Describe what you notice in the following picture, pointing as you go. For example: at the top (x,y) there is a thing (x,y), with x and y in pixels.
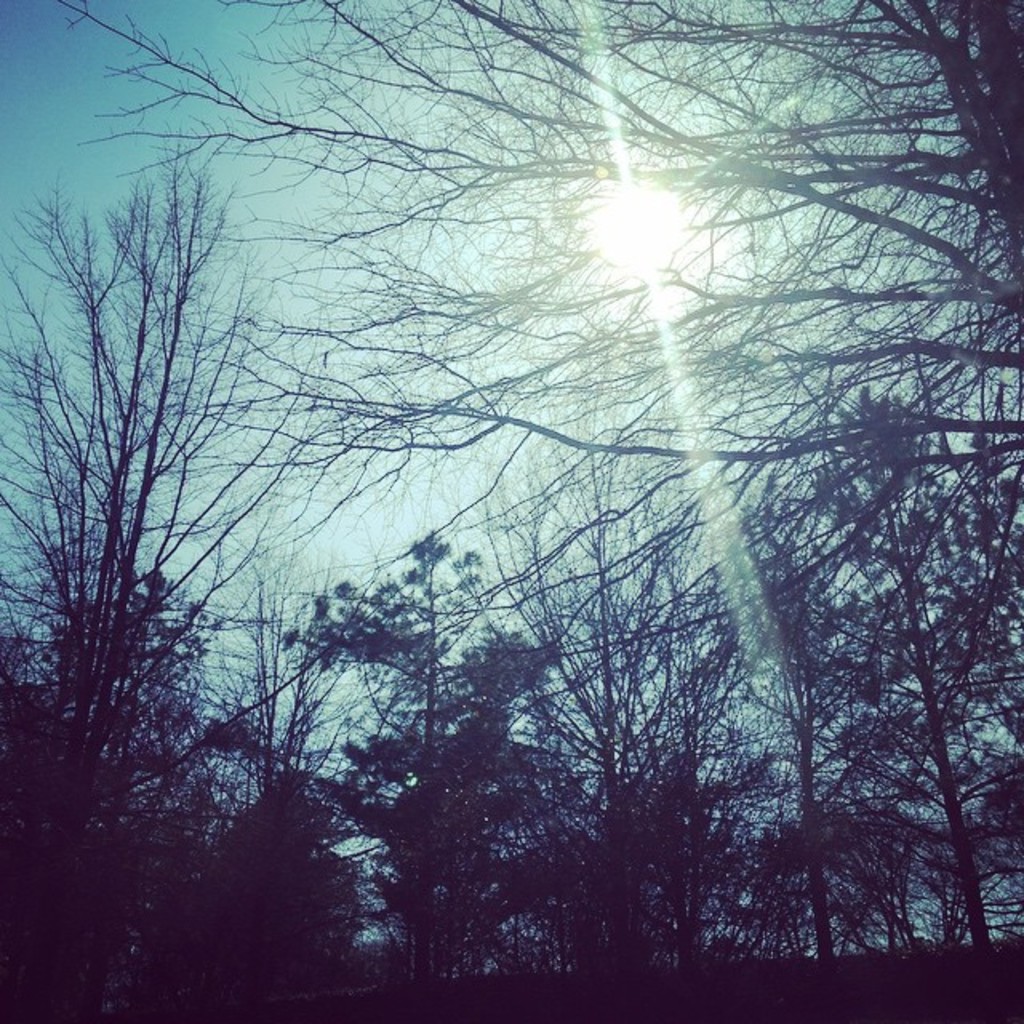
In the middle of the image (350,529) we can see some trees (194,793). Behind the trees (980,548) we can see sun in the sky (39,70).
